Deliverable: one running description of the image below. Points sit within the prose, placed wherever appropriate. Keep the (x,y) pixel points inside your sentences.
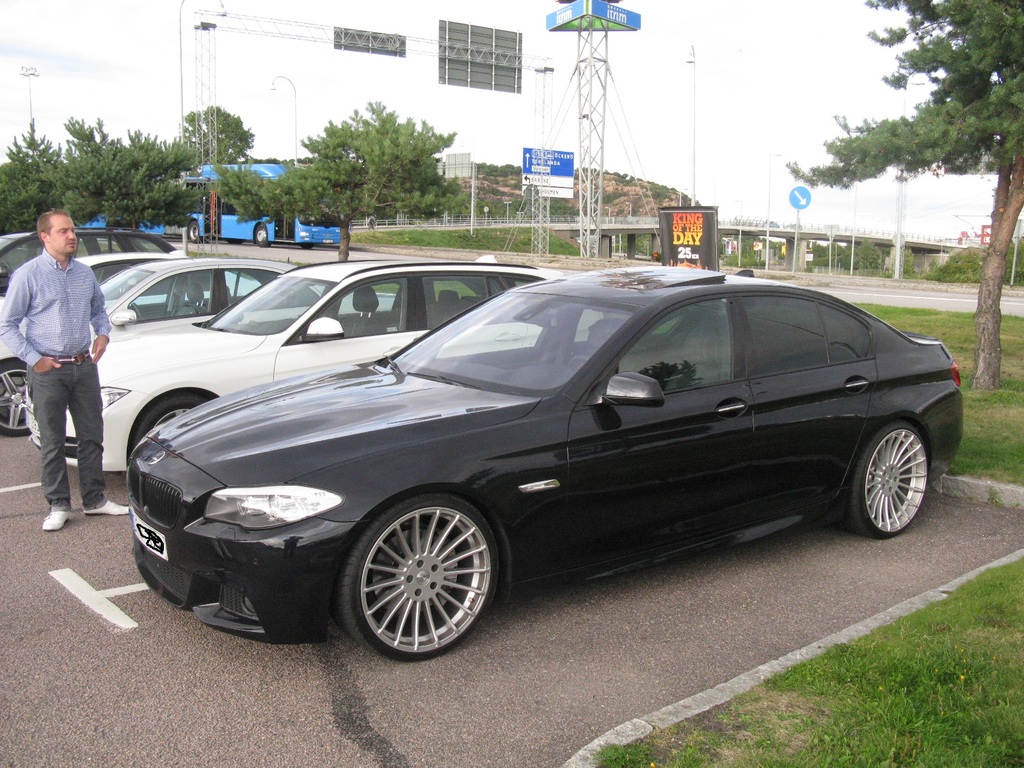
In this image we can see these cars (677,539) parked here and we can see a person (58,274) standing here. Here we can see grass (1012,687), trees (1019,175), boards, poles (540,222), banners (675,240), a blue color vehicle (240,222), bridge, hills (617,192) and sky (824,58) in the background (799,76).
